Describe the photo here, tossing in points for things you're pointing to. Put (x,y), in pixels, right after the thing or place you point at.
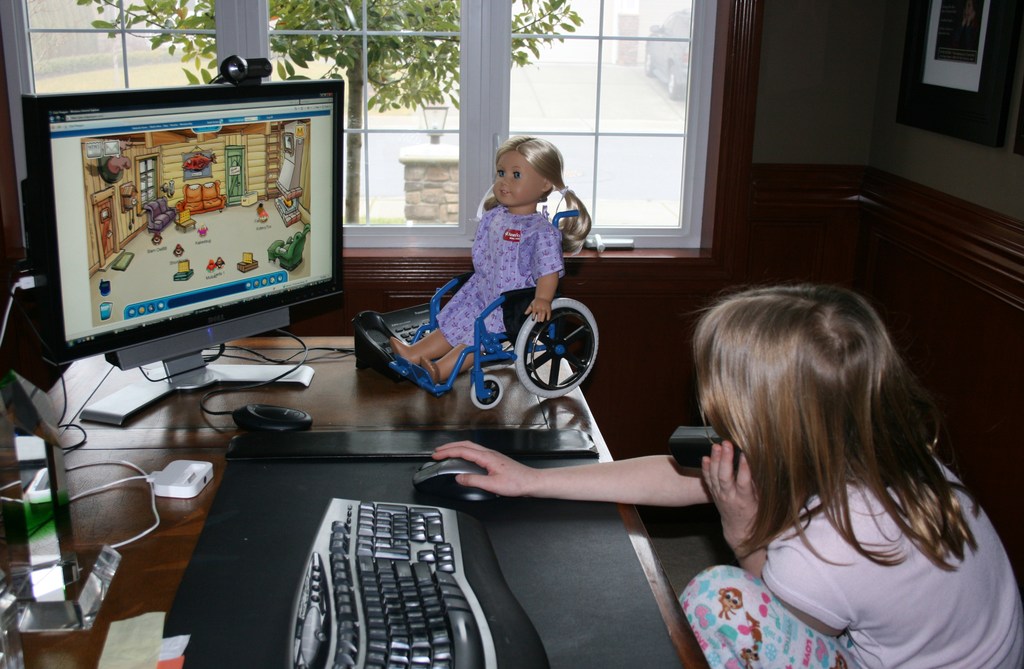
This picture shows a girl (634,478) seated and holding a mobile phone (684,437) her hand (733,494) and we see a computer (347,606) and her other hand (610,482) on the mouse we see a tree (457,26) and a toy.
